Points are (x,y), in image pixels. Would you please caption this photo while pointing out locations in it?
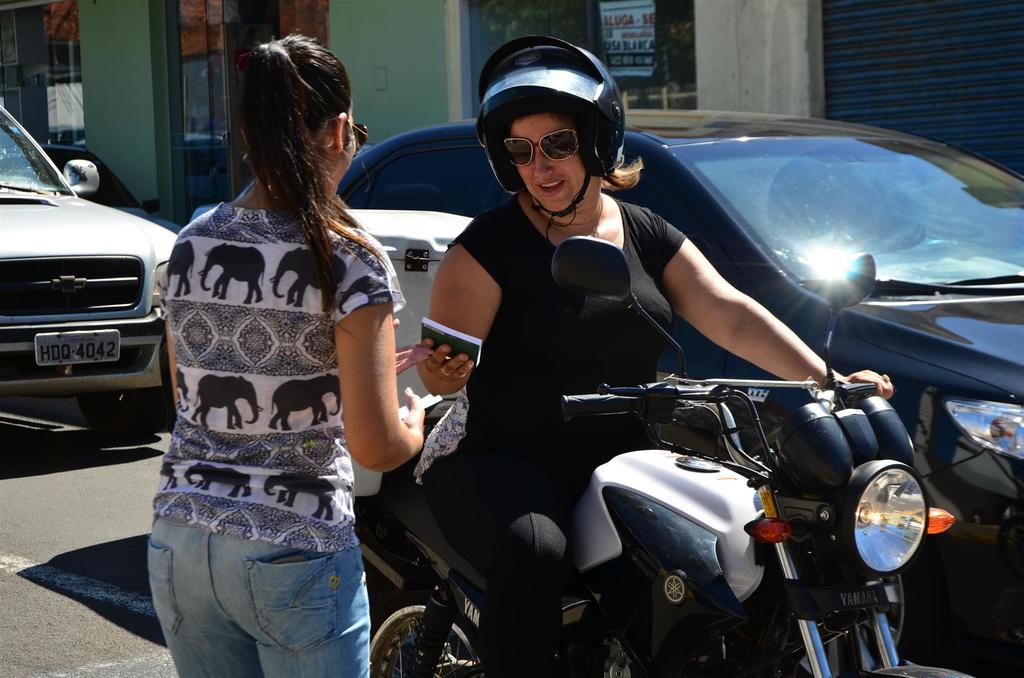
In the image we can see there are women (641,353) who are in the image and a woman (565,302) is sitting on bike (692,481) and she is wearing a helmet (497,74) and another woman (305,234) is standing and at the back (901,219) cars (935,208) are parked on the road (133,446).
